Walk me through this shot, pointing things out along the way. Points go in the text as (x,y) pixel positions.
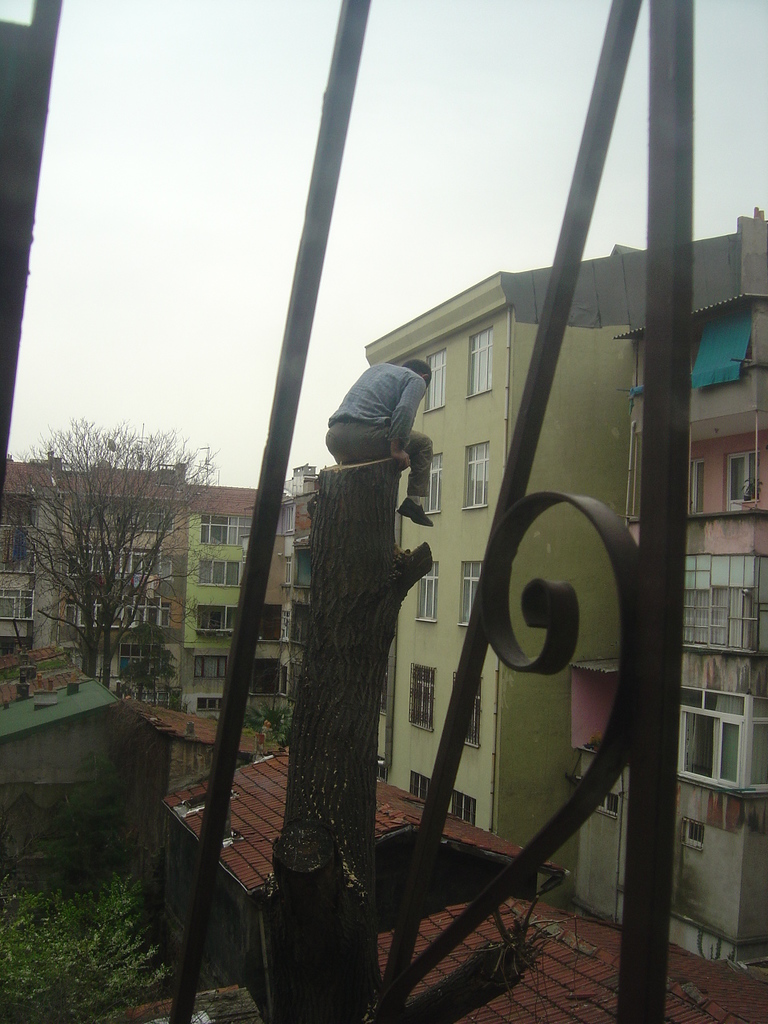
In this image there are iron rods (336,113) in the background (358,411) there is a man (355,423) sitting on a log (368,624) and there are buildings (438,386), houses (192,748), tree (96,542) and the sky (413,71).
